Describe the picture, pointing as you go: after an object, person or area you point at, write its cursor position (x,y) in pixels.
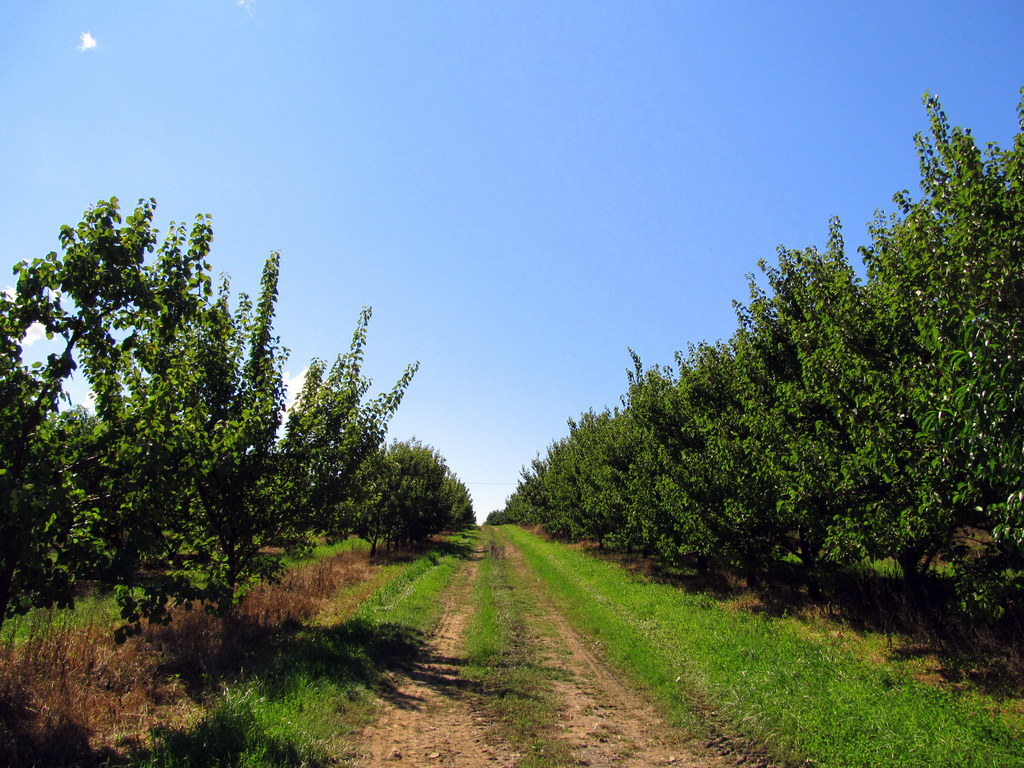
In this image we can see grass (751,652) trees (983,451) and sky (647,248) on the top (549,207).
